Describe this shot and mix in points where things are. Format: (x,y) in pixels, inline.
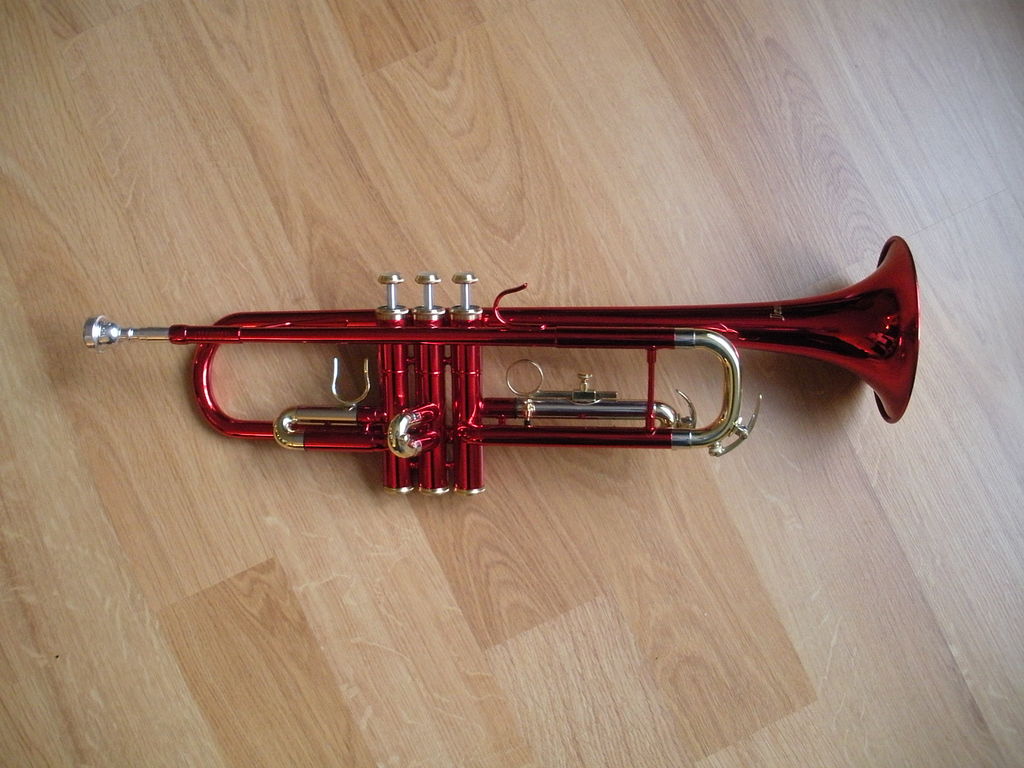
In this picture we can see a red color trumpet (398,341), at the bottom (497,566) there is a wooden surface (518,598).
